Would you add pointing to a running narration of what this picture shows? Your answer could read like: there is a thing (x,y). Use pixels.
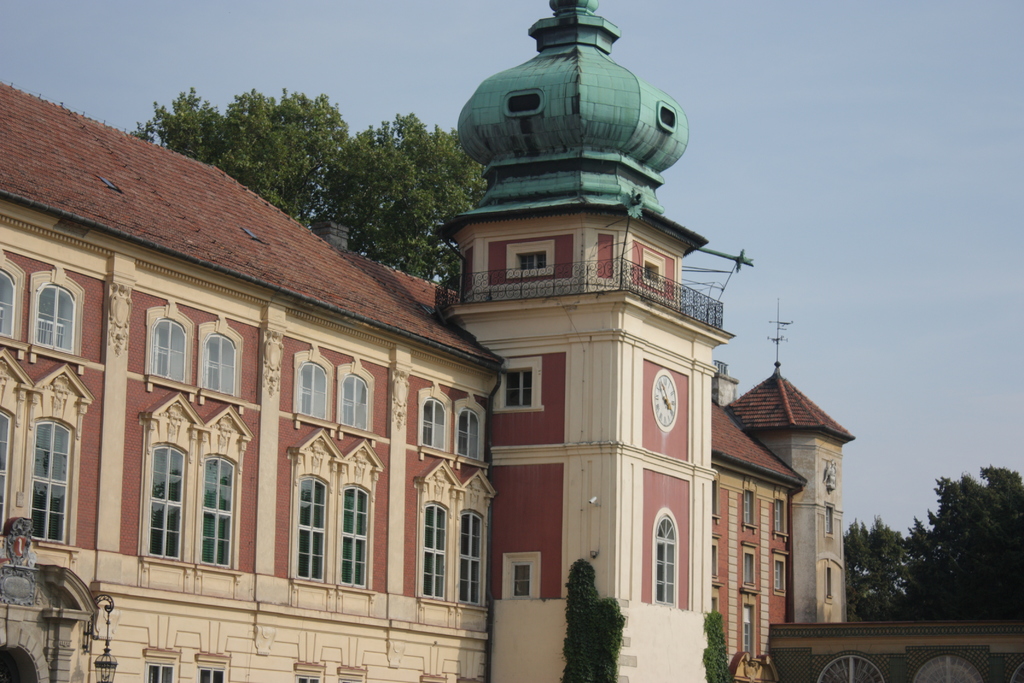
In this image we can see the building (609,545). Image also consists of trees (394,157). Sky (890,63) is also visible.
